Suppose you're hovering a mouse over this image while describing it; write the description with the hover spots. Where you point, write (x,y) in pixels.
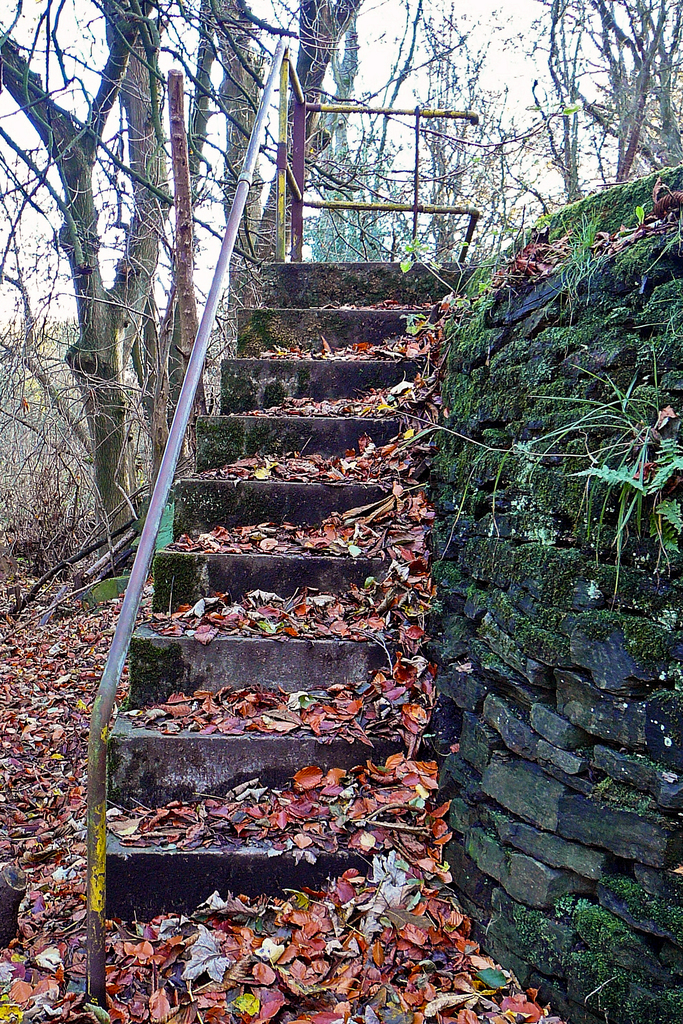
In the image I can see a staircase (104,683) on which there are some dry leaves (322,713) and also I can see some trees (82,323) and a rock wall (526,568).
